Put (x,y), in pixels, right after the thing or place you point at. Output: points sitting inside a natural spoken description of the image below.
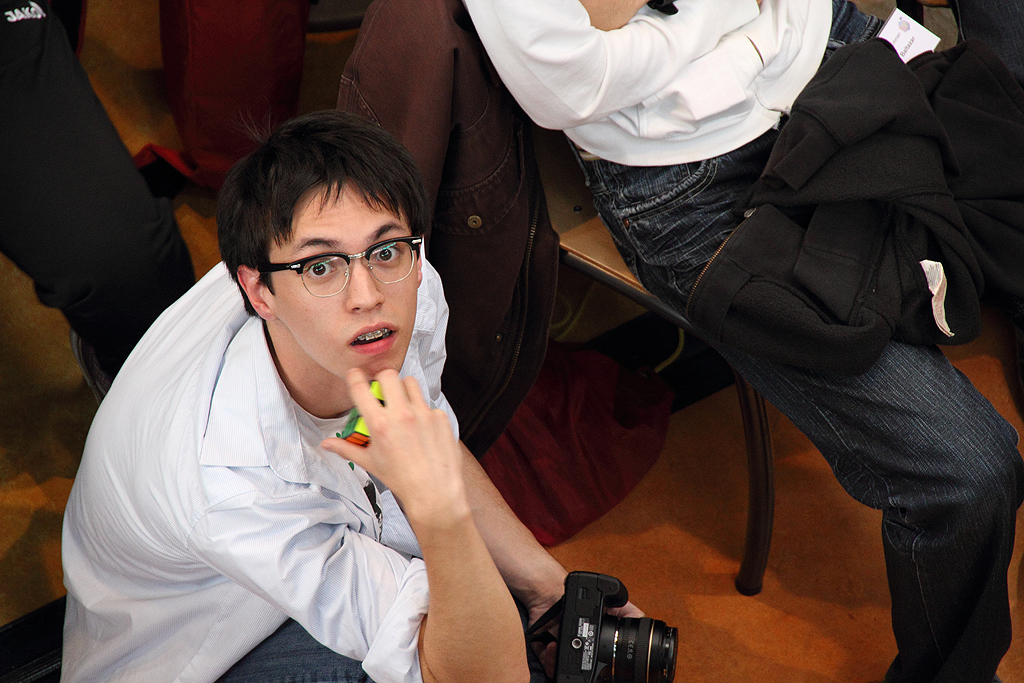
in this image we can see a person (287,439) is sitting and looking towards the camera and he is holding a camera (598,645) in one hand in another hand (374,433) he is holding a cube (364,426) beside him another person (725,357) is sitting on the chair (568,230) and he is holding jacket (796,311).
